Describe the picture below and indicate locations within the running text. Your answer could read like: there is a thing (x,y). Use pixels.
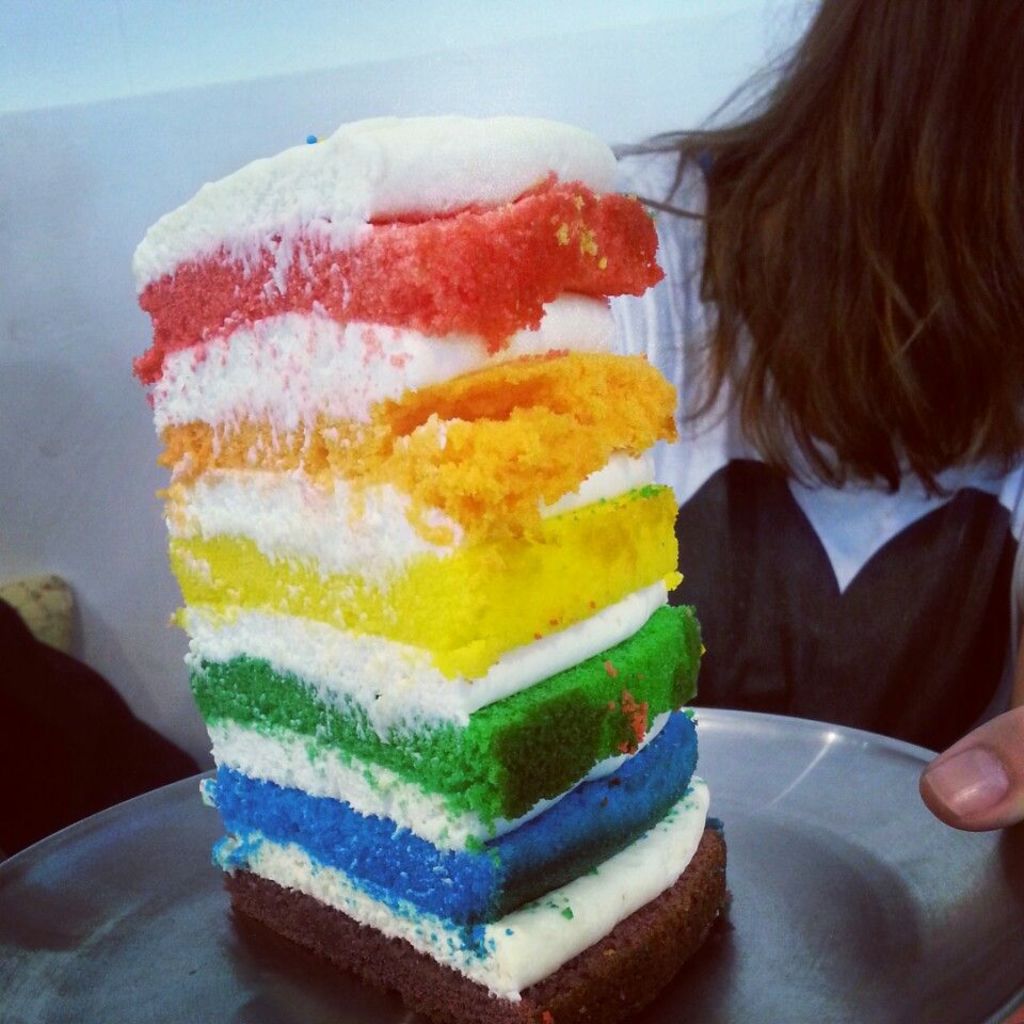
In this image we can see a person (853,404) holding a plate (162,790) containing a piece of cake (457,720) with cream (595,902) on it. On the backside (120,647) we can see a wall (104,641).
